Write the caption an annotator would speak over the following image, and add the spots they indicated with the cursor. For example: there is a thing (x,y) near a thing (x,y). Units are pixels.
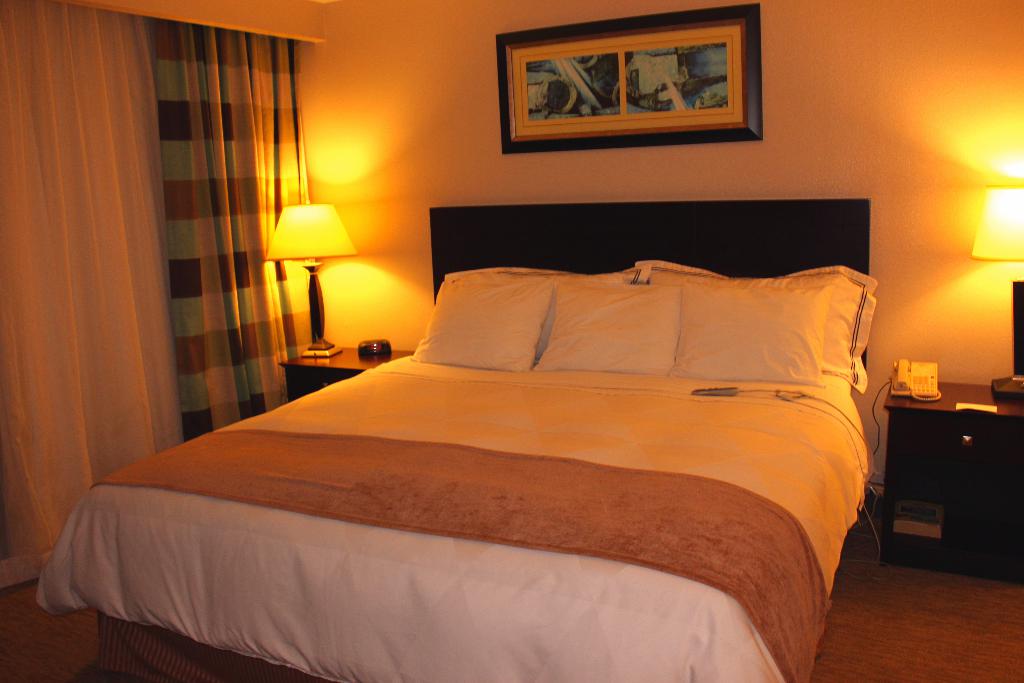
This is an inside picture of a room (492,452), we can see a bed (510,529), on the bed (553,334) we can see the pillows (623,307), there are tables (341,362), on the tables (325,360) we can see lamps (312,266), land phone (910,382) and some other objects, also we can see the curtains (300,132) and a photo frame (617,114) on the wall (781,109).
